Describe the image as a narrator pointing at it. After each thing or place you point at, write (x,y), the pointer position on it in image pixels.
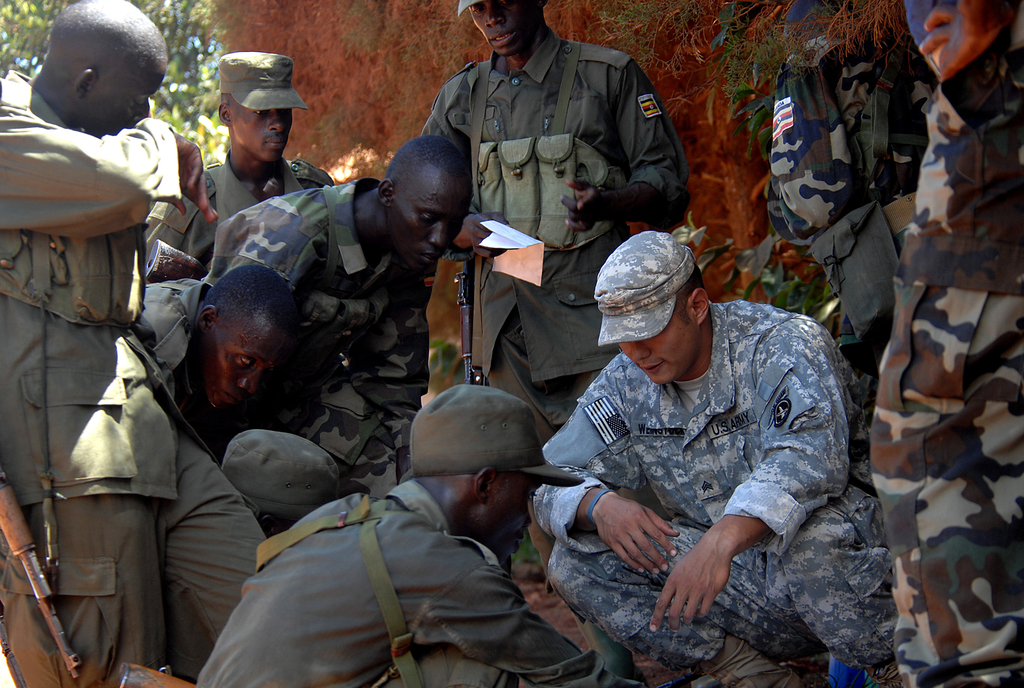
In this image we can see people (882,405) wearing uniforms (570,425). The man (538,350) standing in the center (517,271) is holding a paper (531,268) and there are rifles (3,485). In the background (189,54) there are trees (189,54) and a wall (337,59).
